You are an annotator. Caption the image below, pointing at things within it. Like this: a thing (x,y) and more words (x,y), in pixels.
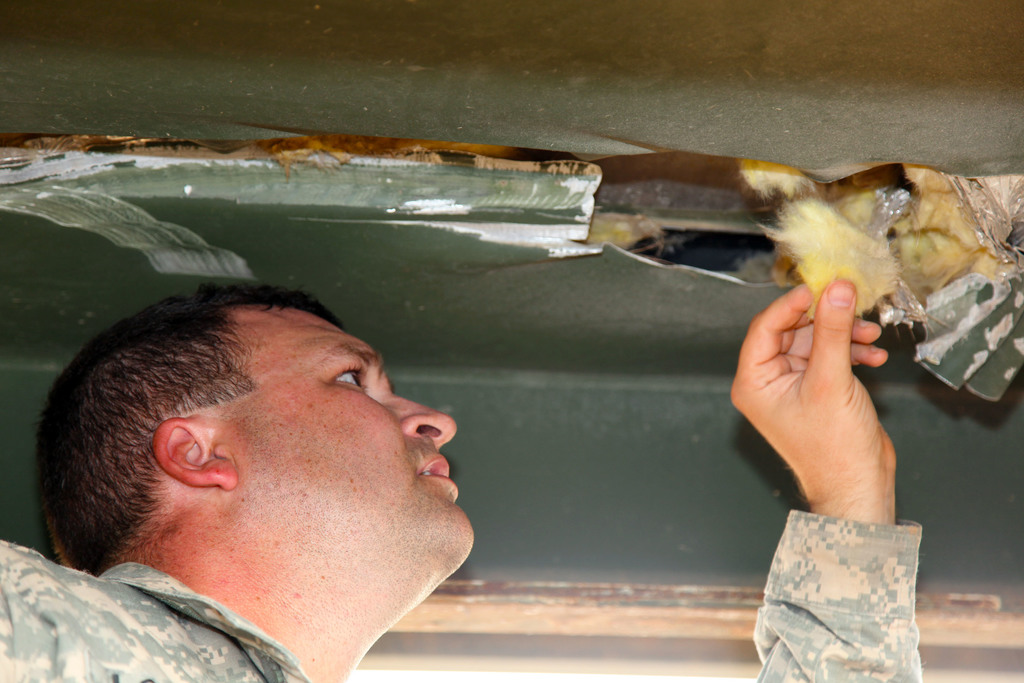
In this picture we can see a man (296,410) and he is holding something in his hand (780,369).
